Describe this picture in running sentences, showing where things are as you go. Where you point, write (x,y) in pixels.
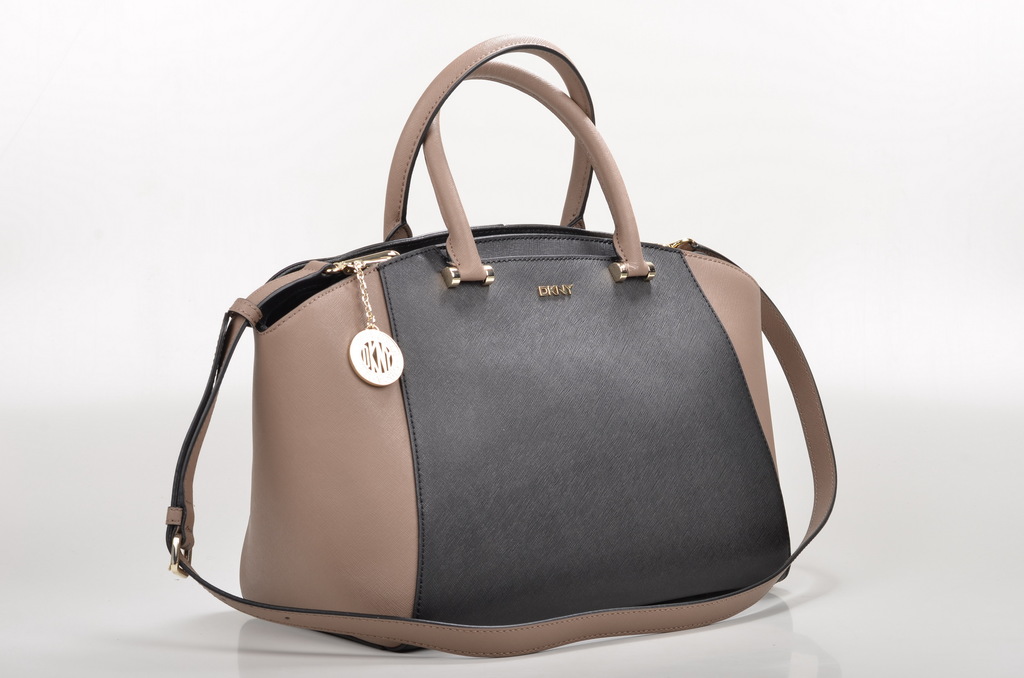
In the picture we can see a handbag (450,286). Handbag (572,324) is brown and black in colour, to the handbag (583,312) we can see a belt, and a handle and a key chain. The key chain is gold in colour.
